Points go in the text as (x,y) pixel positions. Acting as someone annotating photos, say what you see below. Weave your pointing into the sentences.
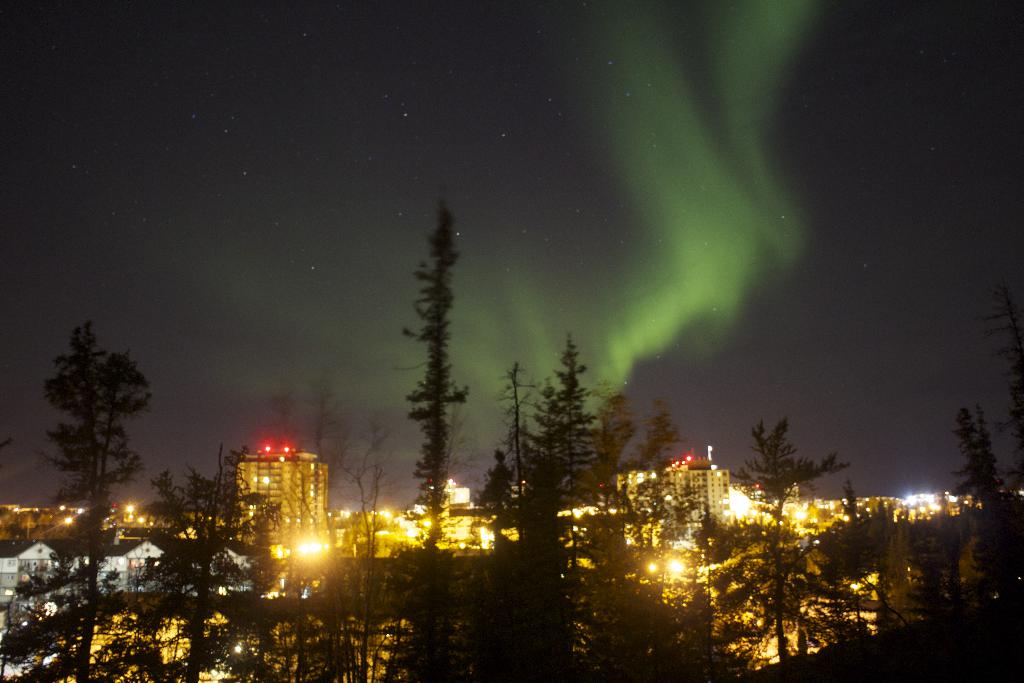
In this image I can see few buildings (122,553), trees (833,567) in green color. Background (156,457) I can also see few lights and sky (577,108) is in gray color.
